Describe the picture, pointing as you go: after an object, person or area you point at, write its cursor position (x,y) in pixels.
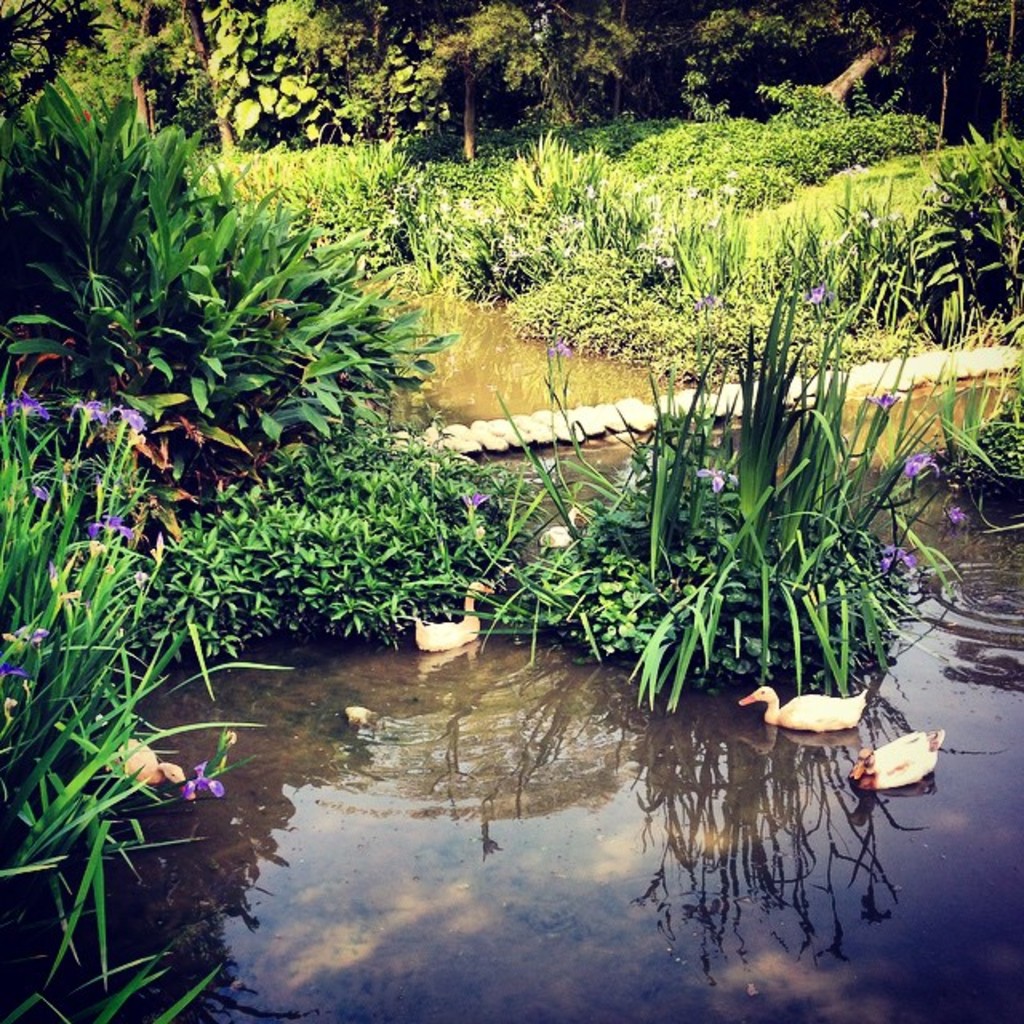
At the bottom of the picture (622,847), we see ducks (742,702) are swimming in the water (487,746). This water (501,766) might be in the pond (730,914). Here, we see aquatic plants (499,562) and shrubs (584,611). On the left side (192,190), we see plants (134,244) and trees (114,77). There are trees (586,74), plants (622,195) and shrubs (752,195) in the background (600,146).
